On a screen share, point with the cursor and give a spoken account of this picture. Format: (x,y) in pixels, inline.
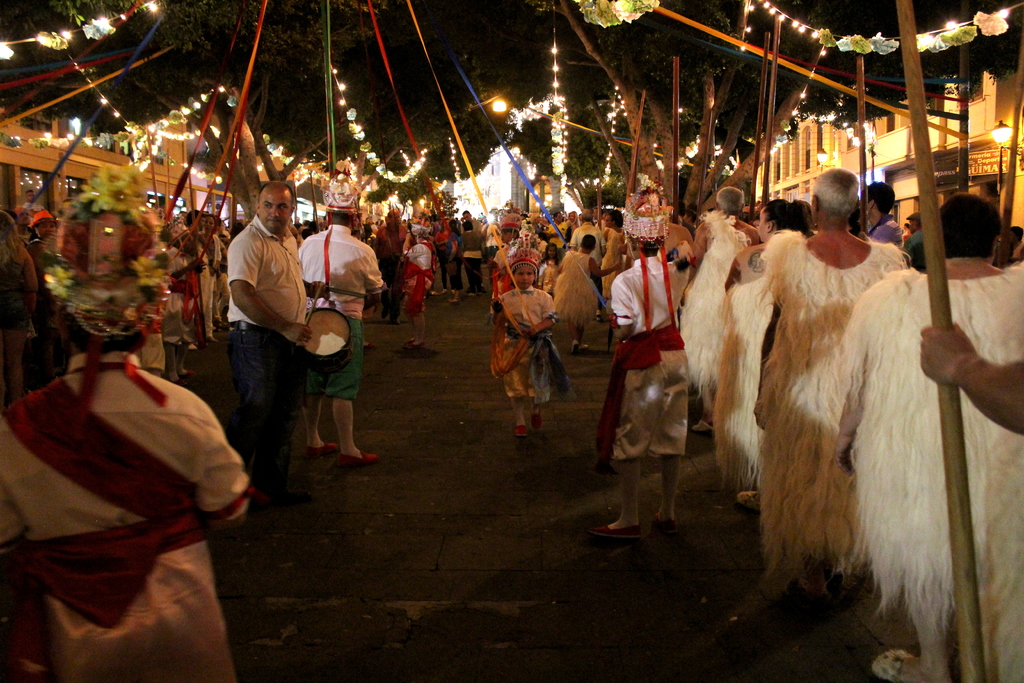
In this picture I can see there is a parade (346,329) and there are few people (714,271) standing on to right (874,335) and they are wearing white dresses (917,354) and it has fur (923,373) on it. There are few others (326,264) wearing uniforms (336,272) and there are trees (678,7), buildings (899,166) on both the sides and there are lights (520,126) attached to the trees (383,135).
